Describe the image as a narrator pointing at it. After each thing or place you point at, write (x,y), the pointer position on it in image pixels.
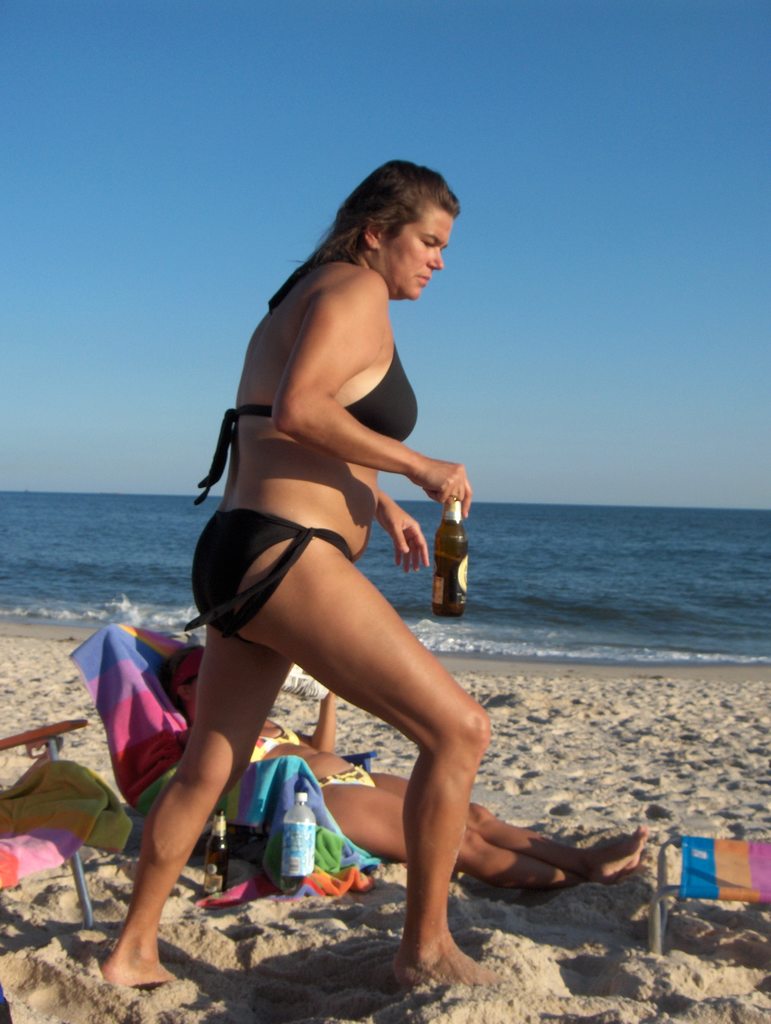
In this image i can see a woman (294,271) standing and holding a bottle (455,553) in her hand (460,488). In the background (469,840) i can see another woman (480,860) sleeping, sand (575,740), water (633,557) and the sky (657,334).
